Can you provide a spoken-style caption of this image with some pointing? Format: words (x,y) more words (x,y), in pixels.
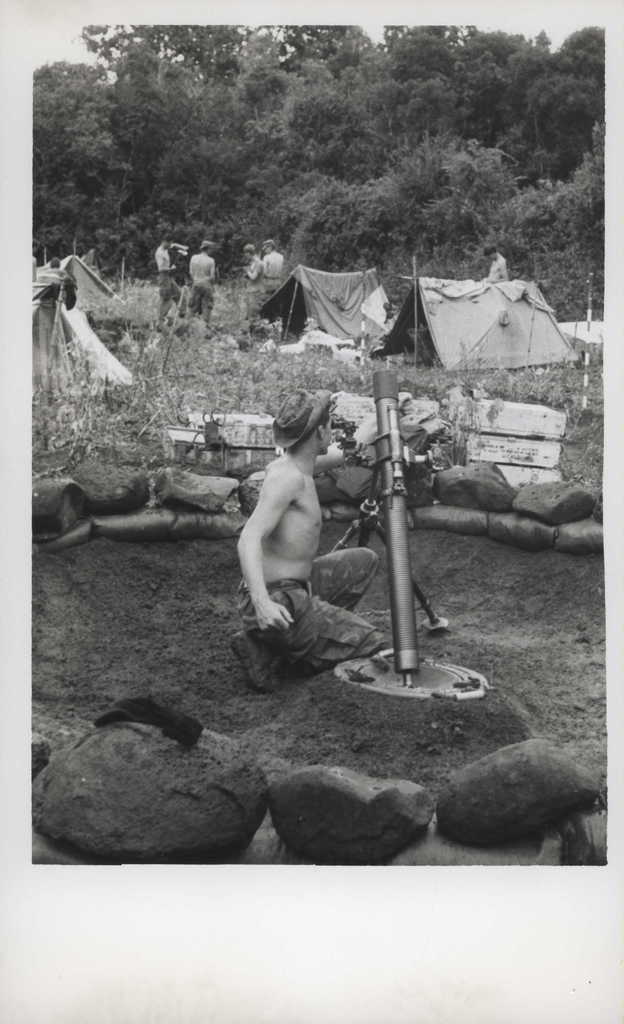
In the picture I can see a person (325,433) wearing hat (323,421) is crouching on the soil ground (417,553) and there is an object (405,523) in front of him and there are few stones (202,781) around him and there are few persons (202,291), tents (306,280) and trees (233,145) in the background (233,145).
